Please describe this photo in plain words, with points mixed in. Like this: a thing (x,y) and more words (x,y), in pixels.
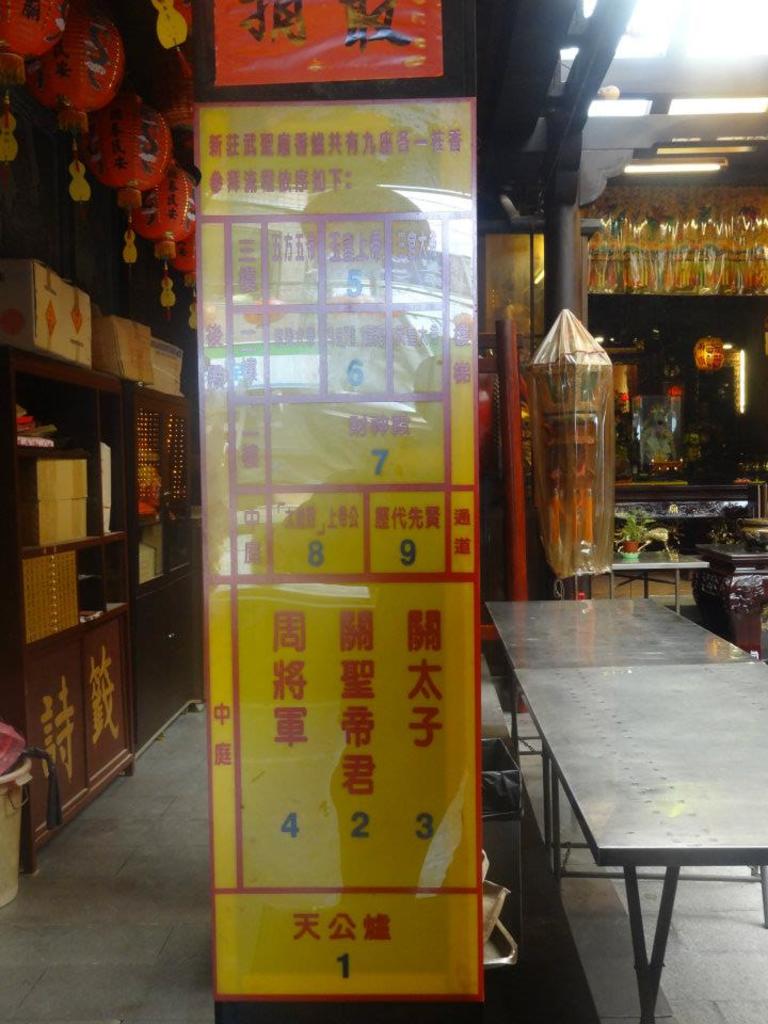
In this image there is a board (362,435) on that board (274,514) there is some text (289,821), on the right side (615,839) there is a table (654,674), in the background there are racks (108,516) in that racks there are few items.
